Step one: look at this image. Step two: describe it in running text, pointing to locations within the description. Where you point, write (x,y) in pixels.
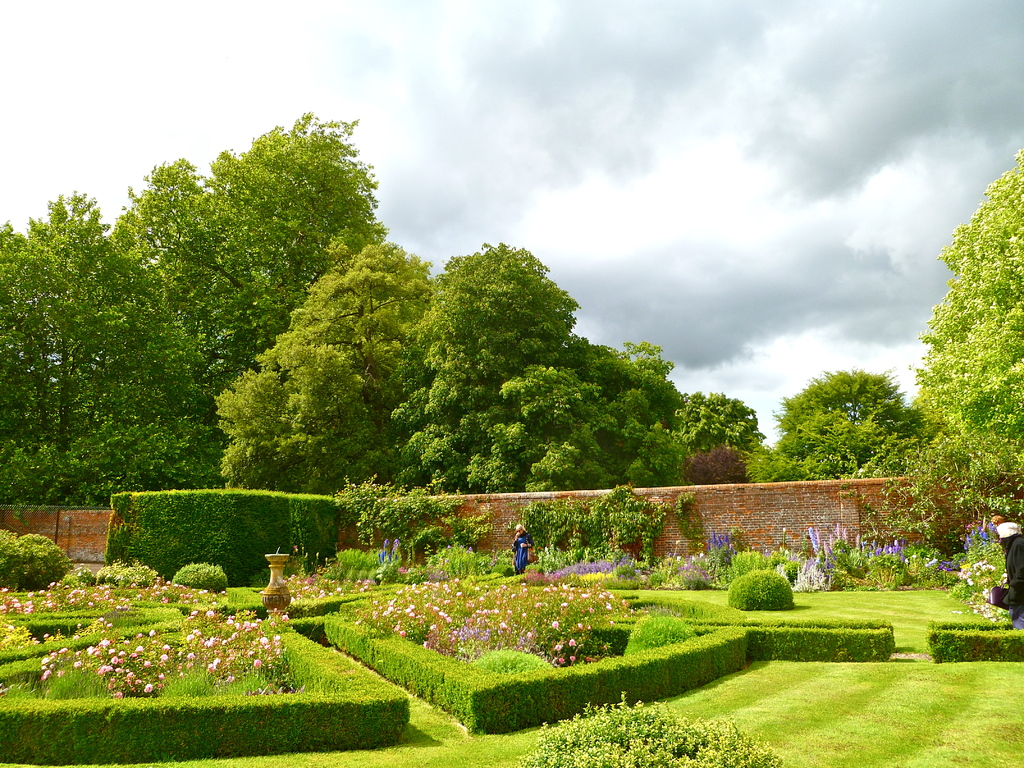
In the picture we can see a garden (629,689) with the grass surface (716,696), plants (464,600), bushes (161,517), and a person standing near the plants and behind it, we can see the wall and behind it we can see the trees (595,378) and the sky (789,181) with clouds (789,181).
